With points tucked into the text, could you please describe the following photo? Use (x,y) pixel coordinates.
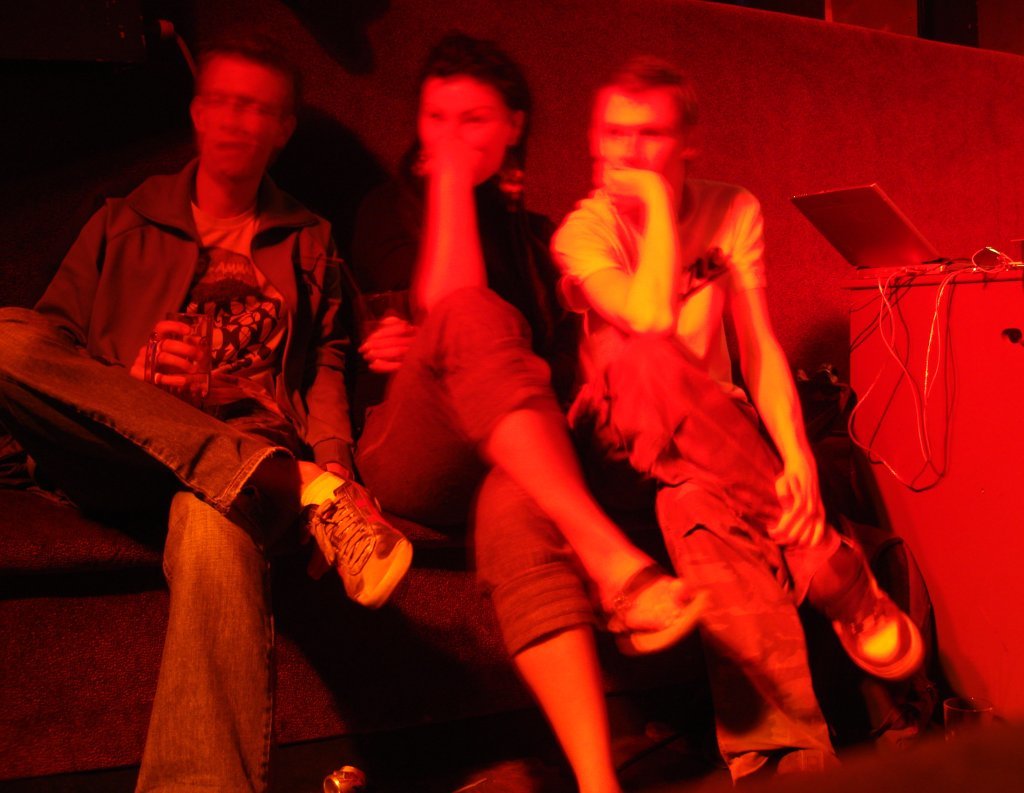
In this picture I can see three people (513,317) sitting. I can see the laptop (848,215) on the right side (911,244) on the table (956,305).
